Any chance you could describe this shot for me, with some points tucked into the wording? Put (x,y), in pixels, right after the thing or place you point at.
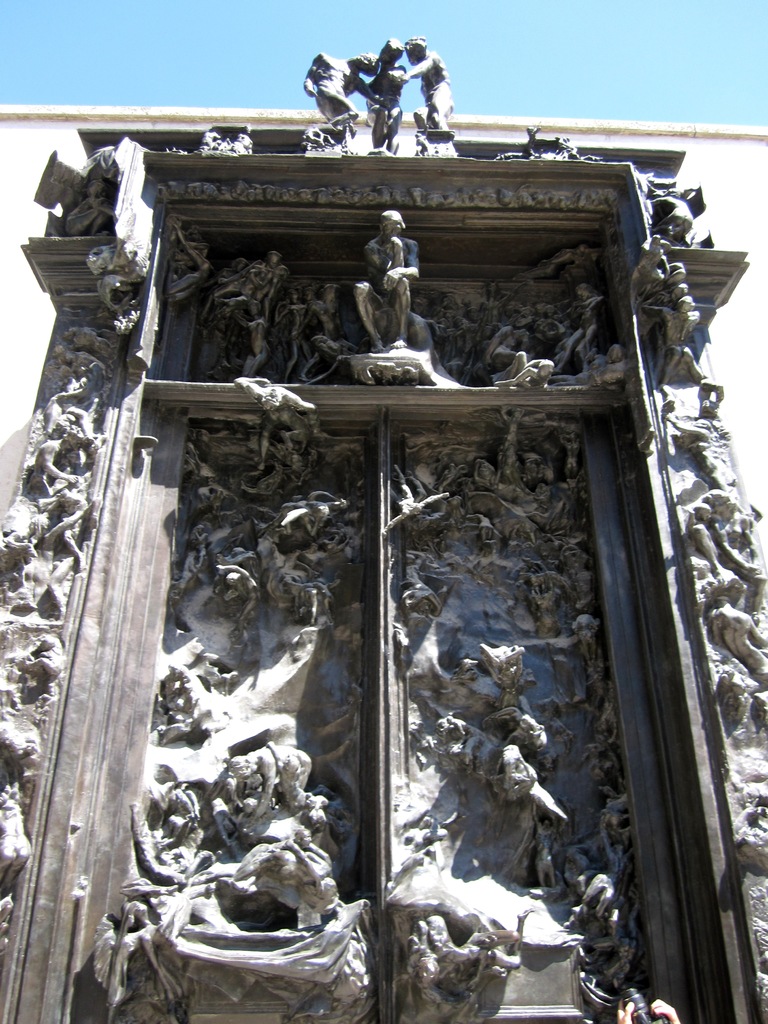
In the image there are many sculptures (237,680) of persons (331,69) on the wall (303,269). At the top of the image (231,53) there is sky (519,94).
